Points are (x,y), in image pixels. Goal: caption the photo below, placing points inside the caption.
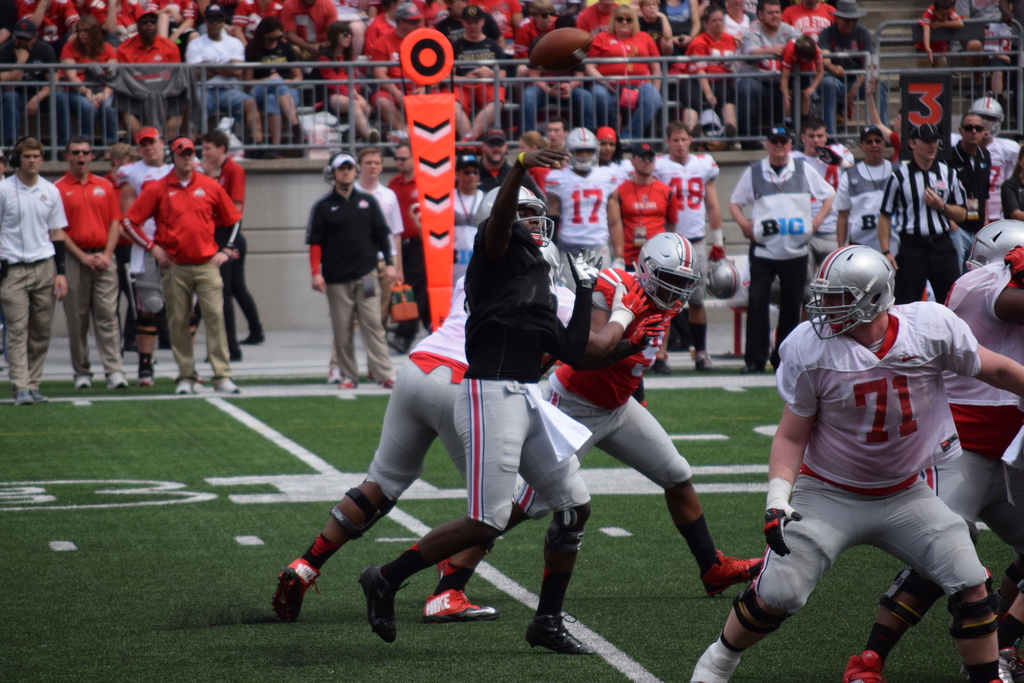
In this image we can see there are a few people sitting on the chair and in front of them there is a board (935,82) attached to the fence (646,60). And there are a few people (778,220) standing and few people (544,352) running on the ground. And there is an orange color object (440,223).
